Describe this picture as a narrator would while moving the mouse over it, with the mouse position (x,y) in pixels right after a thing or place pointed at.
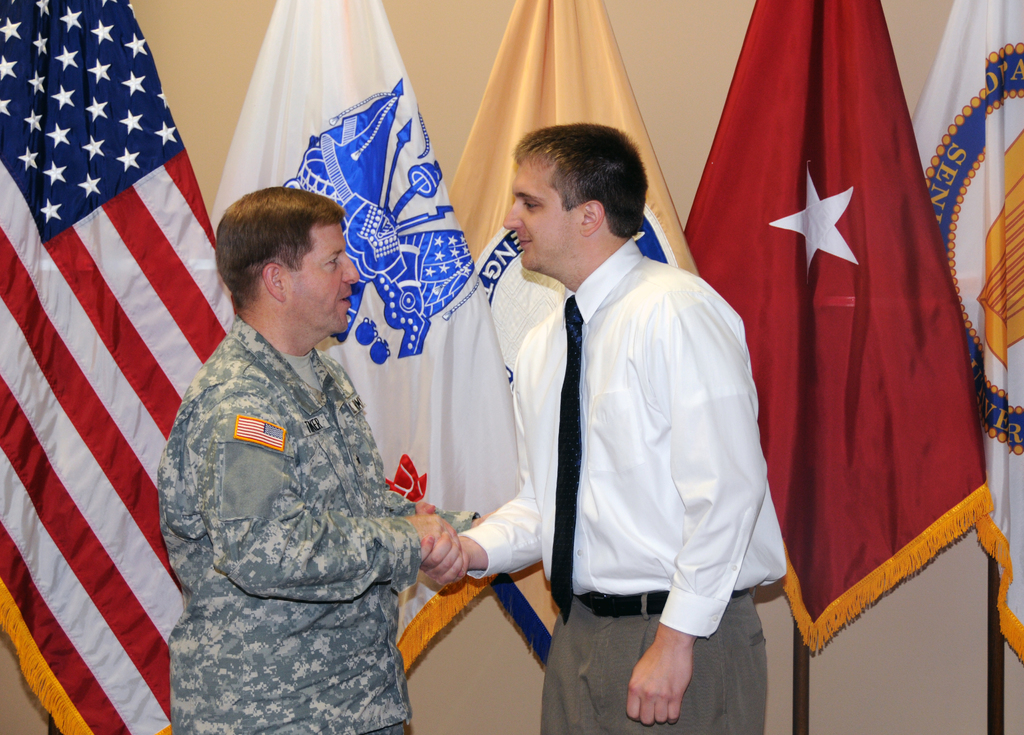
In front of the image there are two men (512,557) standing. Behind them there are poles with flags (818,286). There is a wall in the background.
